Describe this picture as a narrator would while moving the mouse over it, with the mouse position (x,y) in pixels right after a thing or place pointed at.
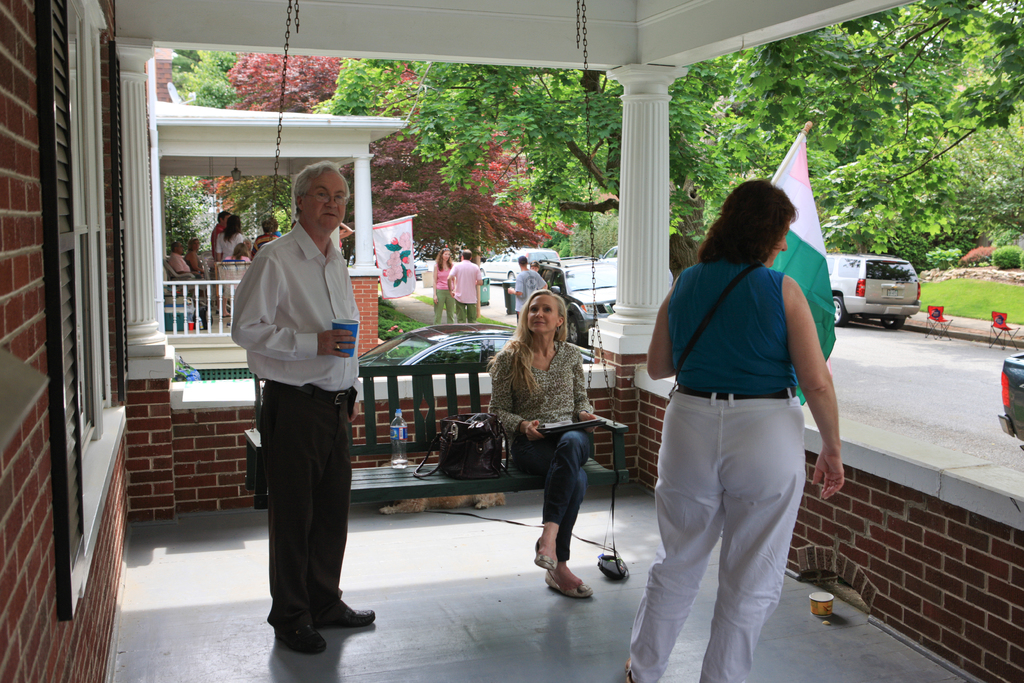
In this picture I can observe three members (559,412) in the middle of the picture (555,450). One of them is a man (283,353). Two of them are women (565,465). On the right side (823,287) I can observe flag (811,245) and two cars (851,287) parked on the road (835,366). In the background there are some people (464,277) and I can observe some trees (496,135).
